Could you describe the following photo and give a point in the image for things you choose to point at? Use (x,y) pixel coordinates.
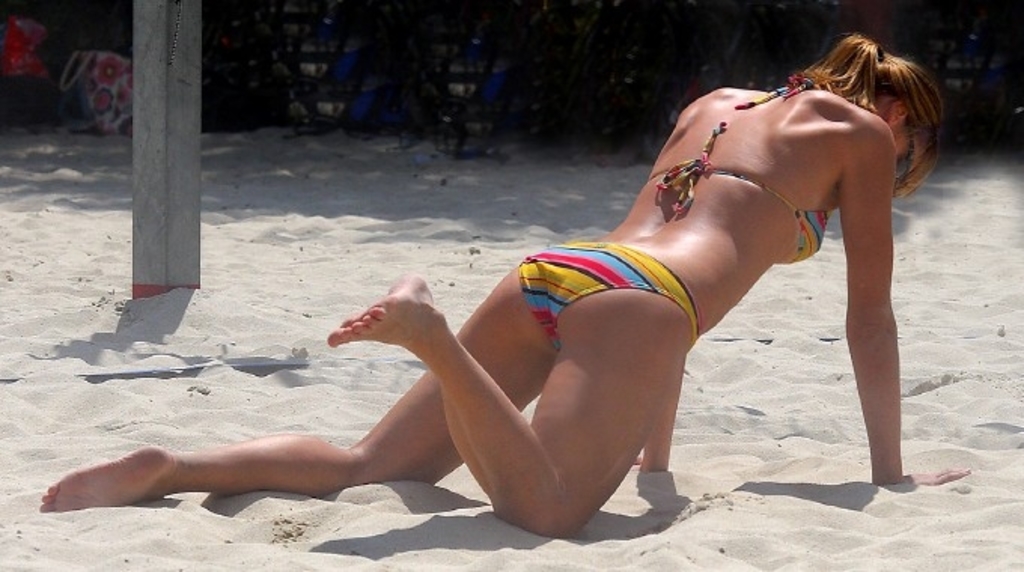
In this image there is a woman (529,357) on the sand (342,530), and in the background (164,165) there are bags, pole (139,76).
